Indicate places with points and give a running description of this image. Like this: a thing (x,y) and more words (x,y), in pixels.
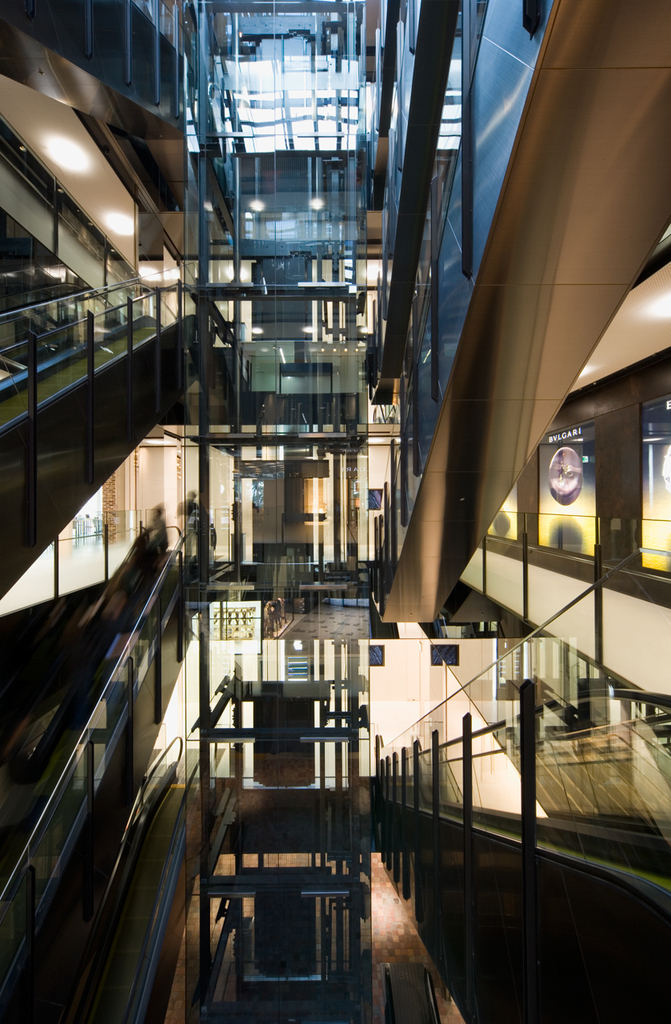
The picture is taken inside a building (326,79). In this picture there are staircases (568,319).
